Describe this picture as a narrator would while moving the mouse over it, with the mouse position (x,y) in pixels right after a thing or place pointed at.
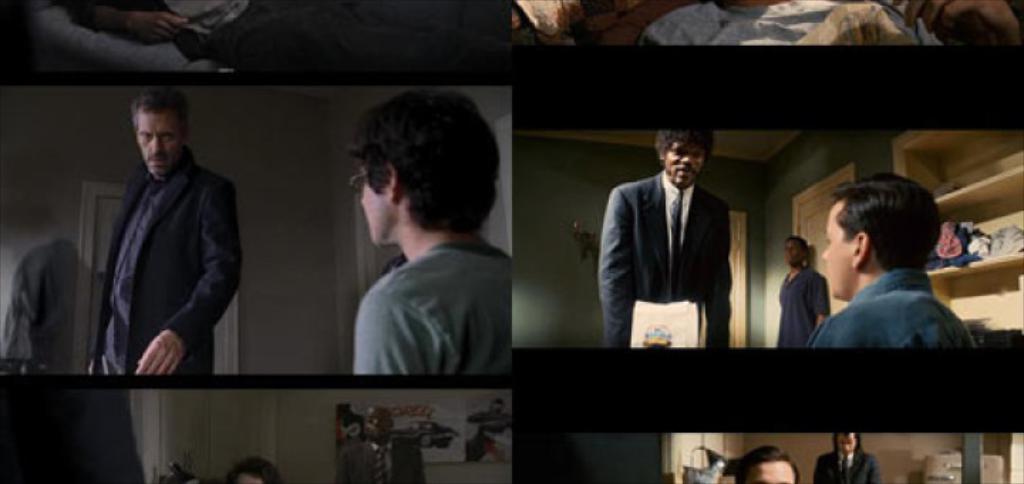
In this image we can see collage. In one picture one man (166,283) is standing and one man (378,306) is sitting and in the second image one man (723,248) is standing wearing a suit (713,270) and the other man (888,313) is sitting and behind one more man (793,281) is standing near the door (816,202).
